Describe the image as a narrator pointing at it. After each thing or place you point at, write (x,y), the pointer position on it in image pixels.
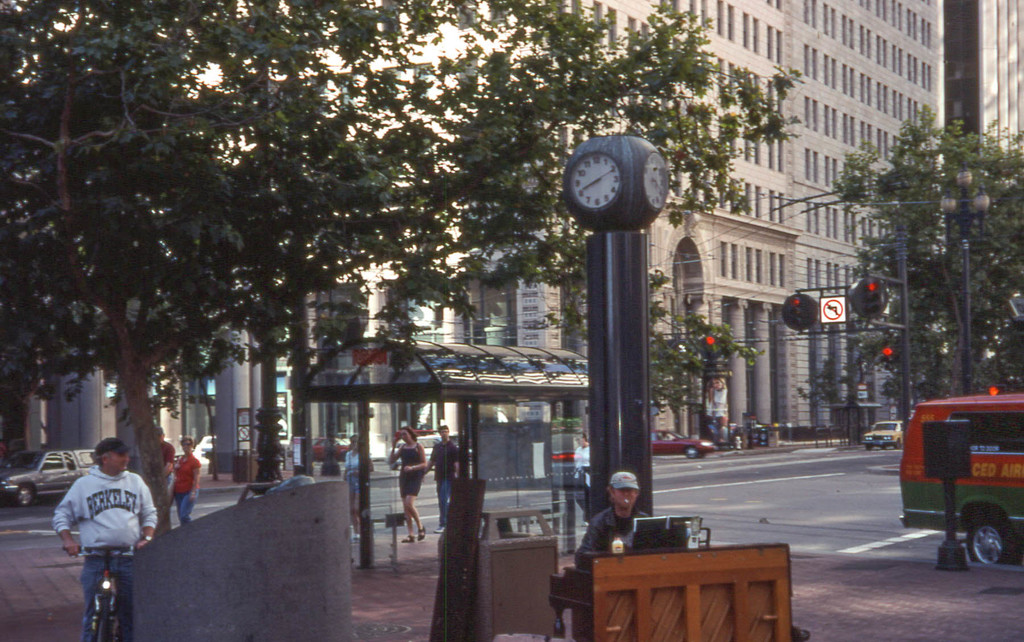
In the picture I can see a person (99,516) standing in between a bicycle (100,554) in the left corner (106,530) and there is another person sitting and there is a piano (639,550) in front of him and there is a vehicle (972,464) in the right corner (944,407) and there are few persons (417,460), trees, buildings (744,383) and traffic signals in the background (609,102).
